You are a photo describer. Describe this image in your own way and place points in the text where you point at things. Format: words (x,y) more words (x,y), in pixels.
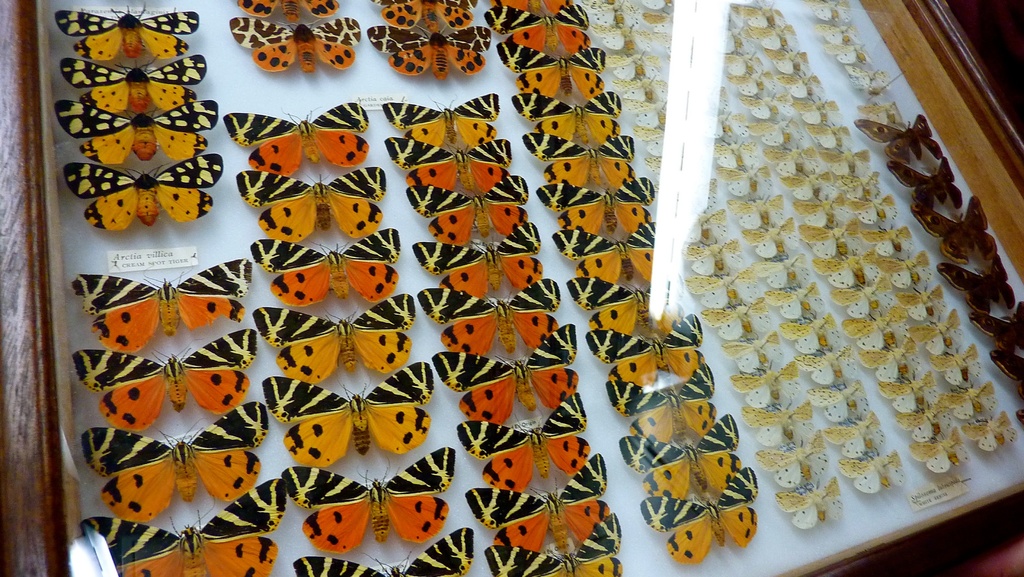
We can see different types of butterflies (609,320) inside a glass box (11,390).
